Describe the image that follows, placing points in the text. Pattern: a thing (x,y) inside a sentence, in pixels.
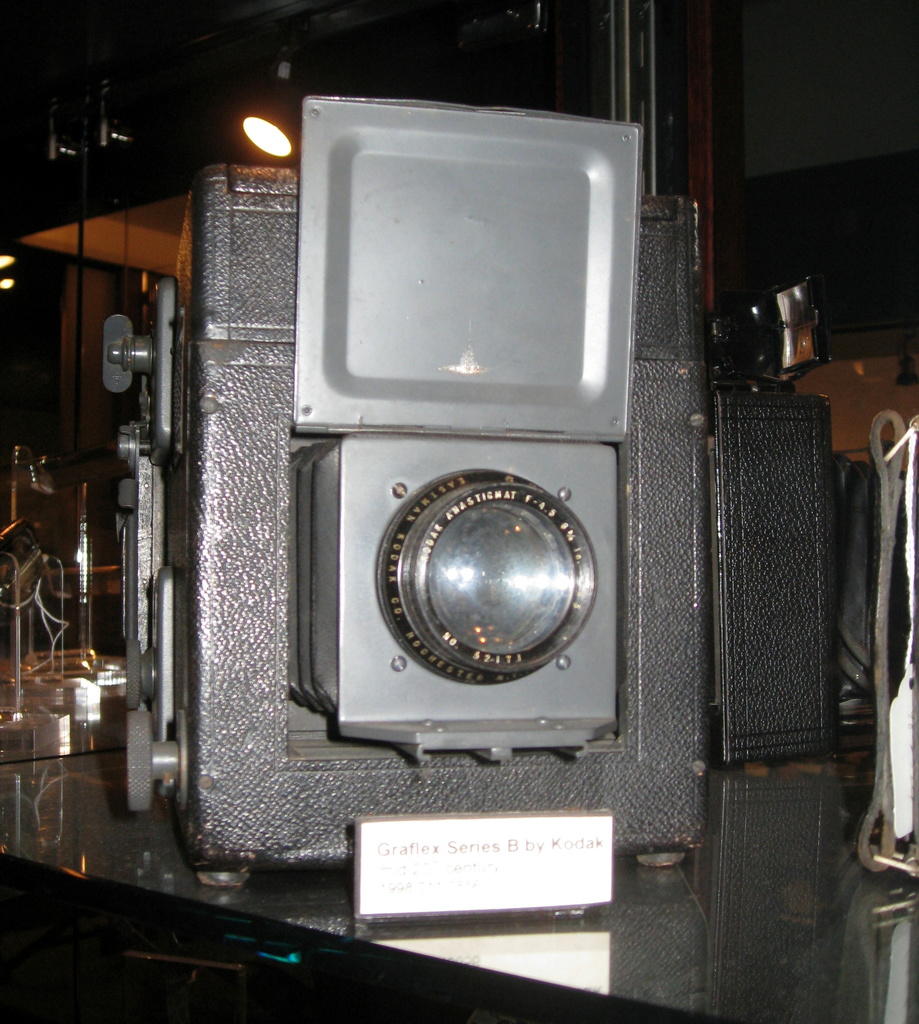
In this image in the center (317,671) there is some object (374,420) and there are some steel boards (457,251) and a mirror (503,610). At the bottom (424,858) there is a board (424,858), and on the board (449,852) there is some text (564,838). And in the background (228,116) there is a light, wall (92,262), window (124,225) and some other objects (810,308). At the bottom (676,886) there is a table (335,872).
